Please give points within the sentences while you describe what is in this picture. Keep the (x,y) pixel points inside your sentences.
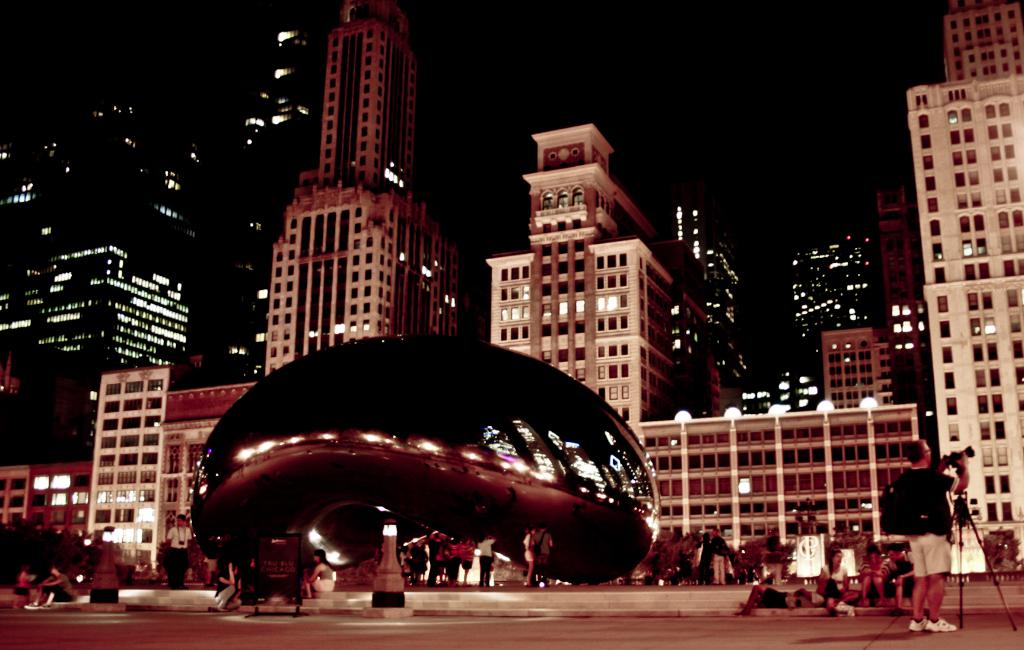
In this picture there are people (772,596) on the right (784,605) and left side of the image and there are buildings (58,162) in the background area of the image (551,247), it seems to be the picture is captured during night time.
